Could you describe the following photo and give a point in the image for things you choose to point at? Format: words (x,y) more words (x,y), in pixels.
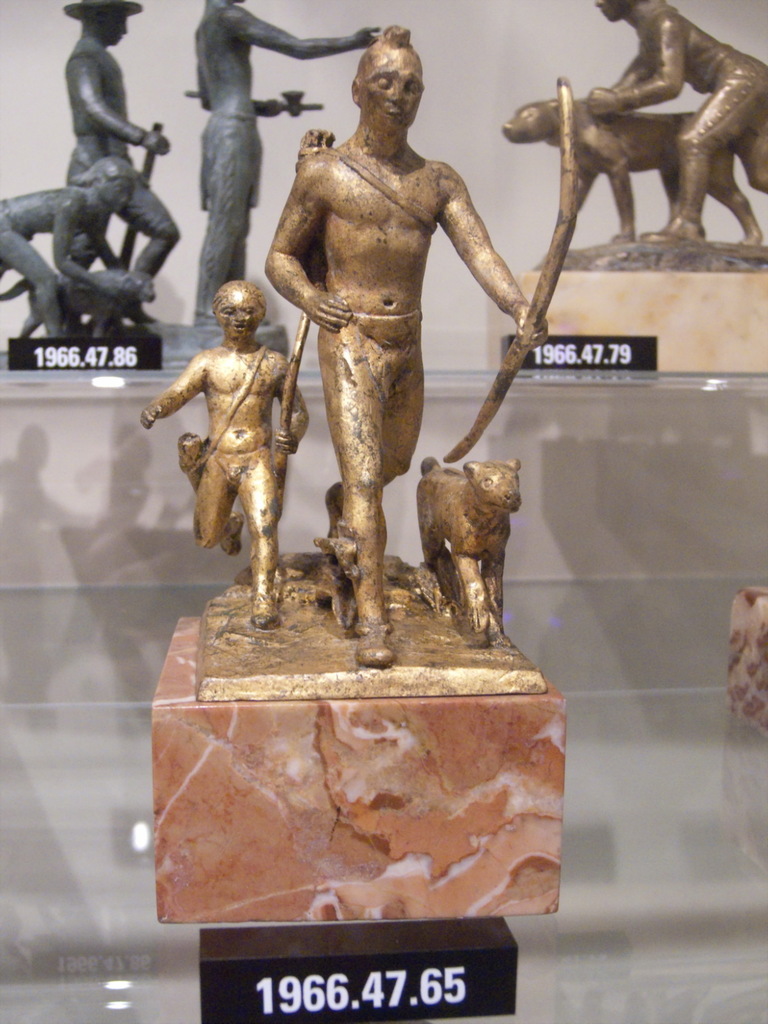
We can see sculptures (353,492), name boards (88,341), stones (495,780) on the glass table (711,372). On the background (508,25) we can see wall (509,48).
